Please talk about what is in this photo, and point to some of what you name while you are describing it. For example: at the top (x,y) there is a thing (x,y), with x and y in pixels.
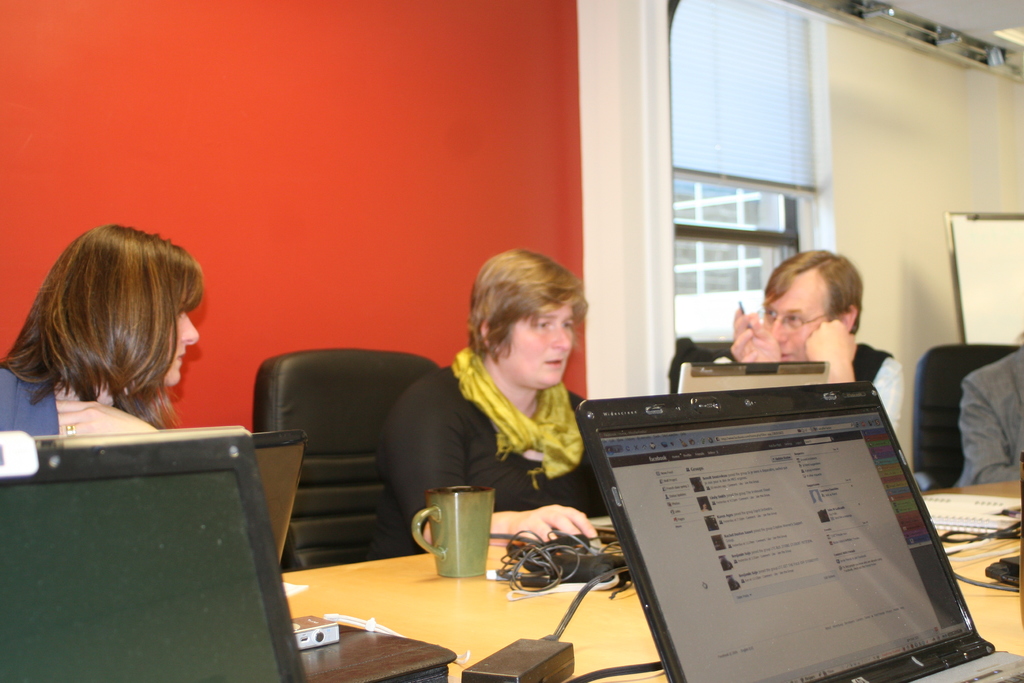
In the picture it looks like there is a table (408,587) and people (408,527) around it. On the table (580,635) there is cup (475,551), laptops (741,593), charging wires (525,659), books (972,512) on it. In the middle (468,449) there is a woman (446,418) who is sitting in chair (329,457) and working with the laptop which is in front of her. At the back side (538,162) there is wall (475,132) and window (750,217).
